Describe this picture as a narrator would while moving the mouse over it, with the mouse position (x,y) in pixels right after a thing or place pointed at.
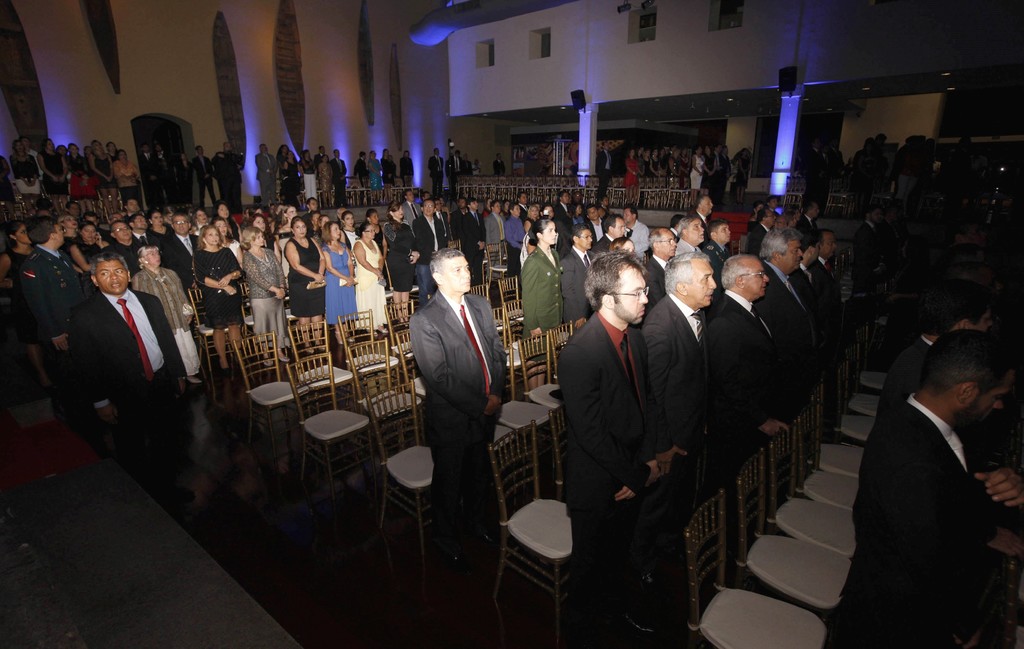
In this image we can see people (475,378) standing. There are chairs (541,417). In the background of the image (187,117) there is wall (335,144). There are people (159,174) standing. There are pillars (790,124). At the bottom of the image (176,557) there is floor (156,587).
